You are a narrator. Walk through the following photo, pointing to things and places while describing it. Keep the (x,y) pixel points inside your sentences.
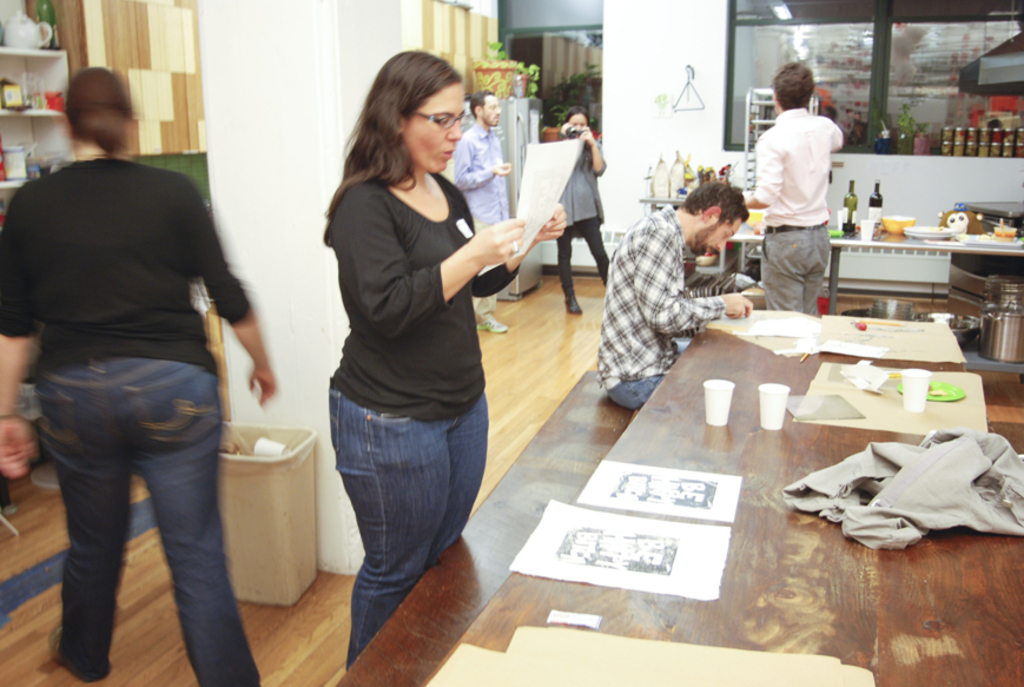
In this image we can see few persons (366,439) among them few people (408,468) are holding objects (547,150). In the foreground (715,476) we can see a bench (527,490) and few objects (834,492) on a table (672,451). Behind the table (666,466) there are groups of objects (949,322) on a table (1009,250). On the left side (11,26), we can see a wall (135,2) and few objects (44,2) on the rack (54,39). In the middle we can see a pillar (258,420) and a dustbin (292,455) with few objects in it. Behind the person (648,387) we can see a wall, glass window (814,11) and a refrigerator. On the refrigerator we can see few objects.
